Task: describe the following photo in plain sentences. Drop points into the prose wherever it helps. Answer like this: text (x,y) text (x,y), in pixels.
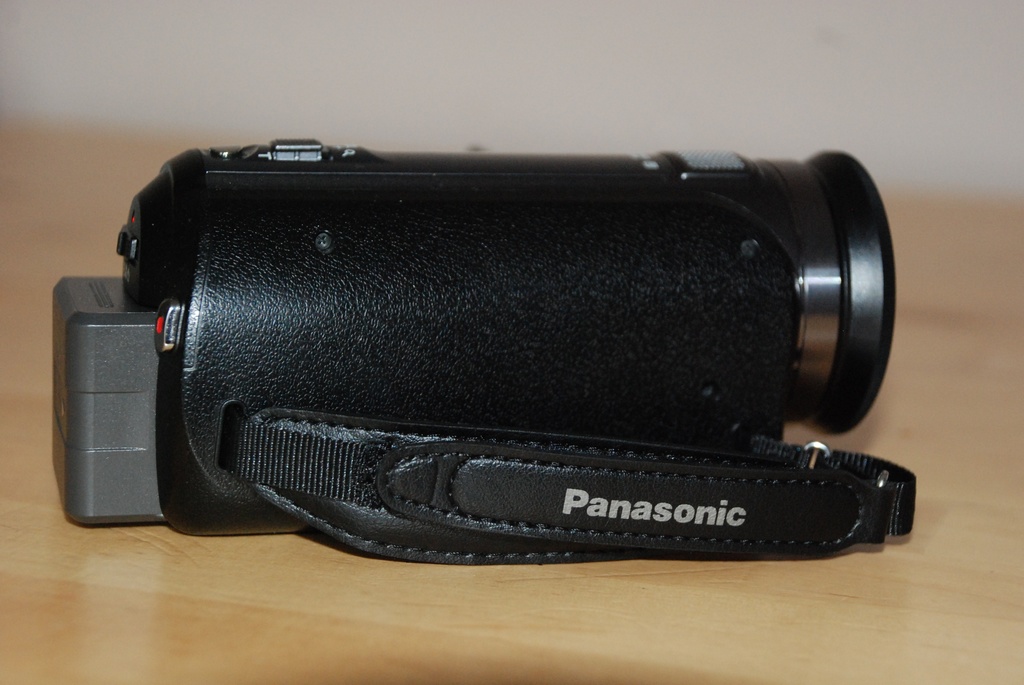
In this picture I can see there is a camera (467,399) placed on a wooden table (379,627). The backdrop (32,244) is blurred.
